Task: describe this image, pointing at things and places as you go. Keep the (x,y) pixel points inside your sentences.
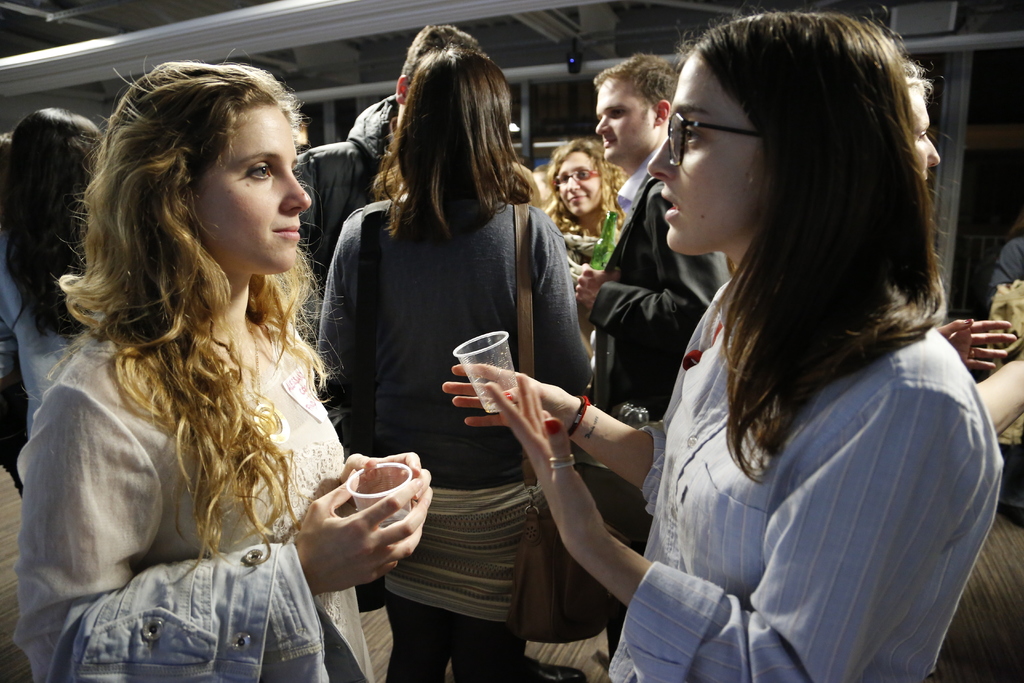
In this image there are a group of people (544,234) who are standing, in the foreground (820,561) there are two women (224,586) who are standing and they are holding glasses (496,374) and one women (653,456) is talking. At the top (644,5) there is ceiling (903,36) and in the background (522,108) there is light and some objects (524,124), at the bottom of the image (9,501) there is a floor (983,603).
